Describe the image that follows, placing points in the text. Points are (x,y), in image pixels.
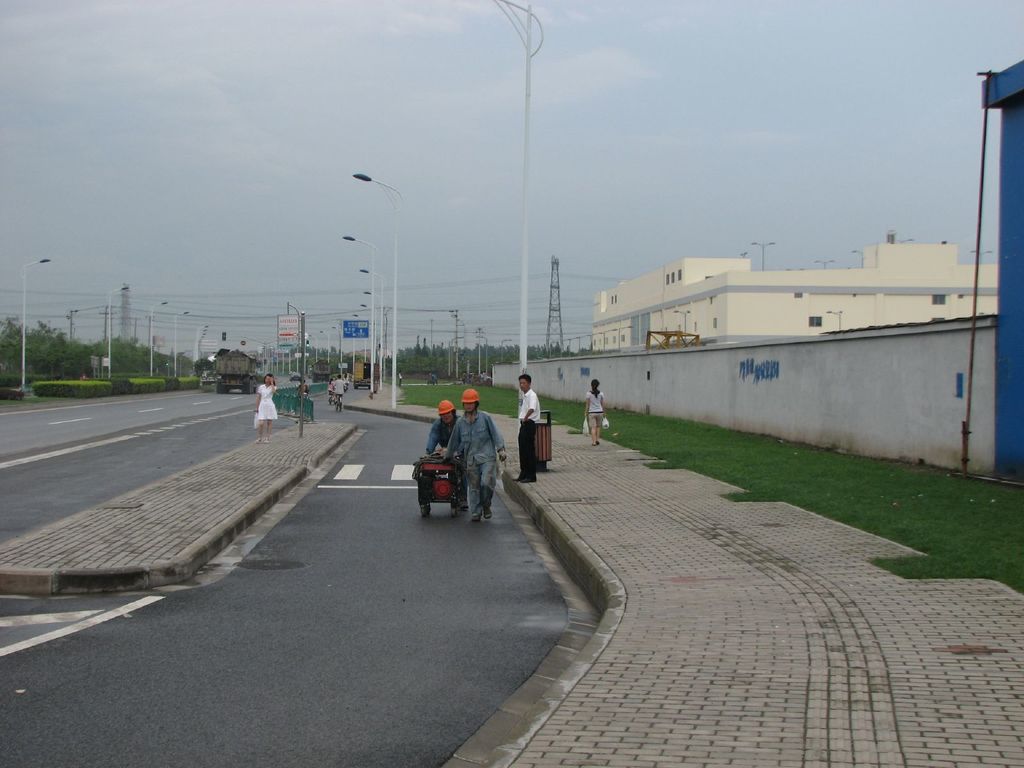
The picture is taken outside a city. In the foreground of the picture (403,453) there are people (594,437), road (388,452), footpath (617,505) and grass (883,526). In the center of the picture (547,349) there are street lights (382,315), buildings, trees (143,372), vehicles (243,361). In the background (408,367) there are trees (537,355) and current poles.
